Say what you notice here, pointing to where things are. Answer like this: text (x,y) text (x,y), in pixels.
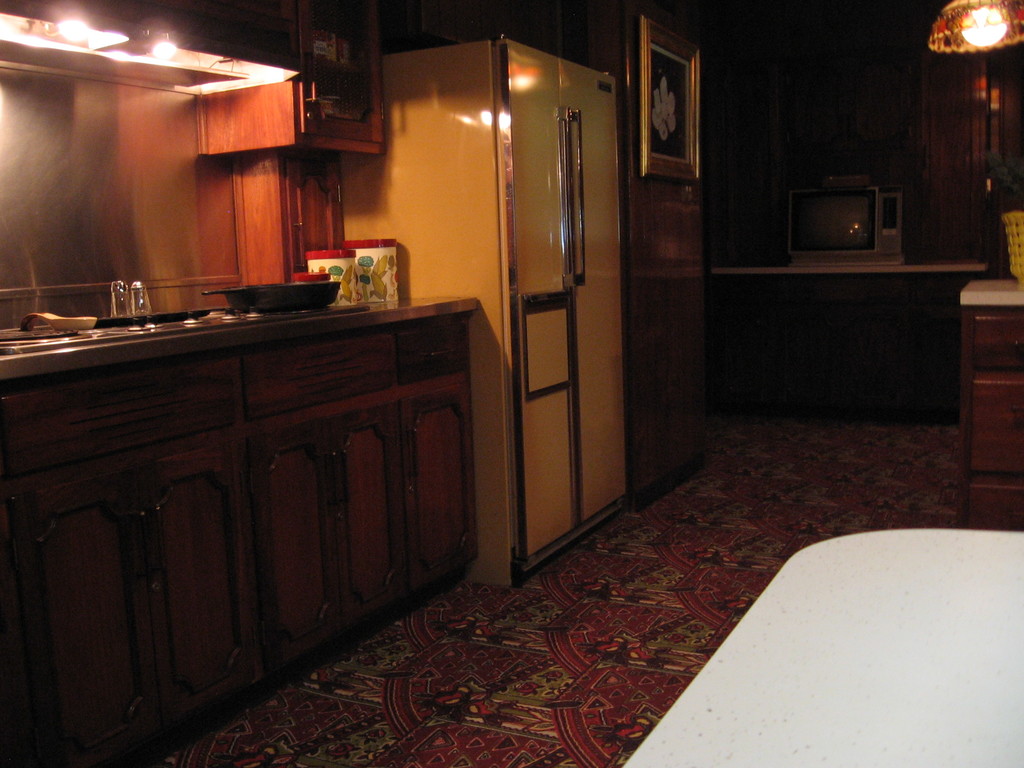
In this image I can see the pan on the stove (251,314). To the side I can see the glasses (113,304), boxes (330,271) and some objects (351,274) on the counter top (129,334). To the side I can see the cupboard (279,362) and the frame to the wall (650,189). To the right (1003,326) I can see the table (989,303). In the background (864,249) there is a television (853,242) on the table (877,270). I can also see the white color surface (859,629) to the right (835,656). And there are lights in the top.
